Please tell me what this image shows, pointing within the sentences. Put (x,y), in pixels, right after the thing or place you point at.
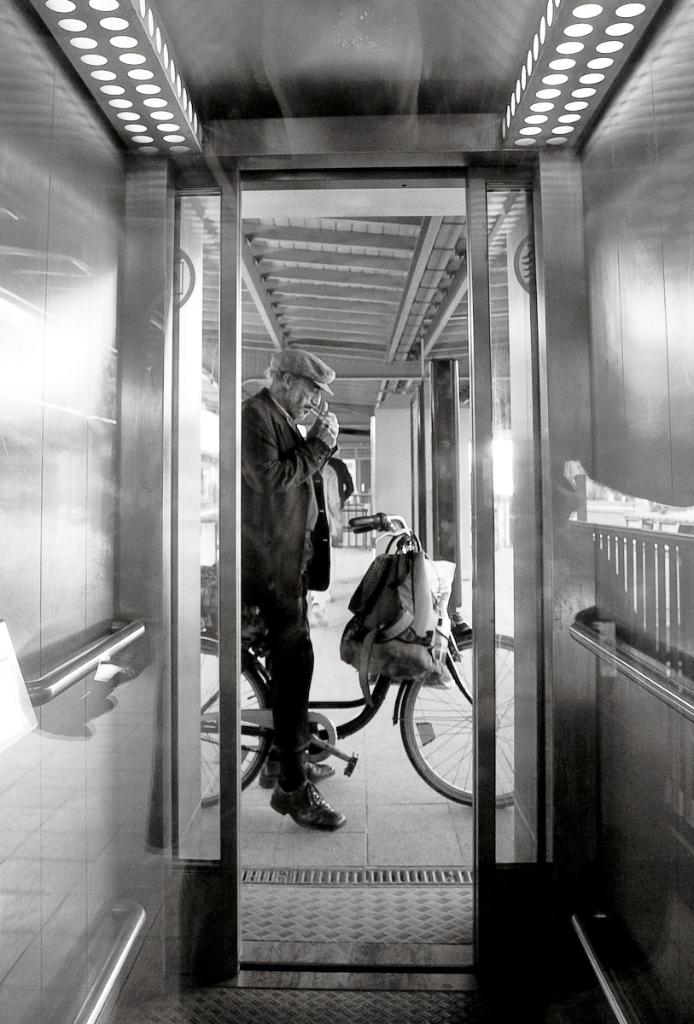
A black and white picture. From this lift we can able to see a person (315,405) is sitting on a bicycle (338,754), on this bicycle (430,734) there is a bag (378,615).
